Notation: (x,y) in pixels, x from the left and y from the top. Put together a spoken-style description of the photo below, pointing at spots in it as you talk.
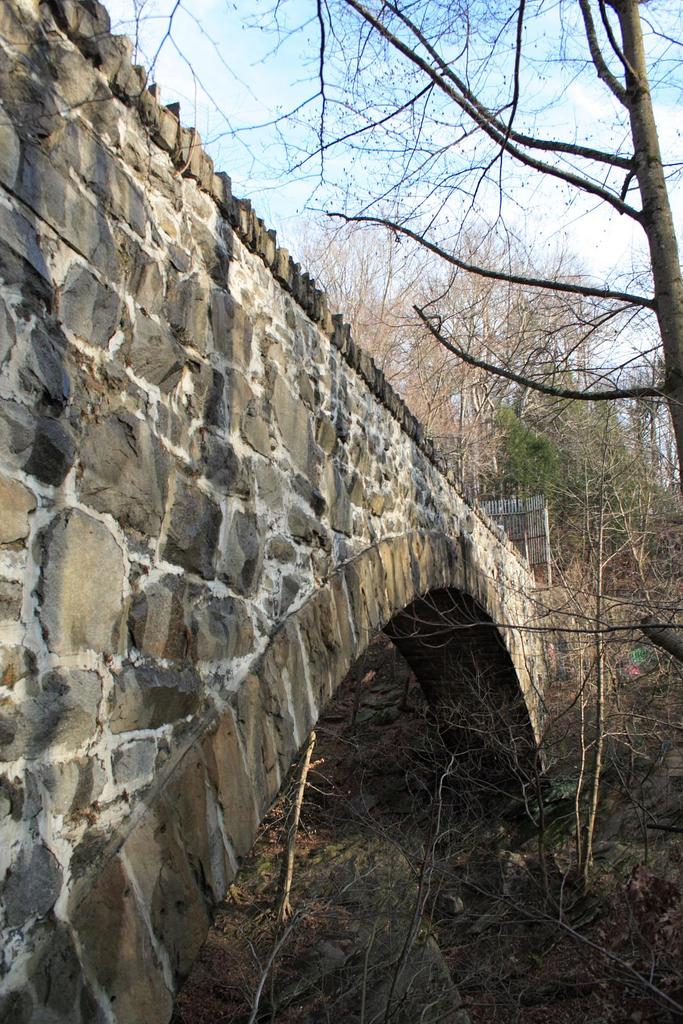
In this image, there are a few trees (416,910). We can see the ground (488,924) with some objects (557,798). We can also see the bridge (485,555) and the sky (670,56). We can see the fence (530,525).
